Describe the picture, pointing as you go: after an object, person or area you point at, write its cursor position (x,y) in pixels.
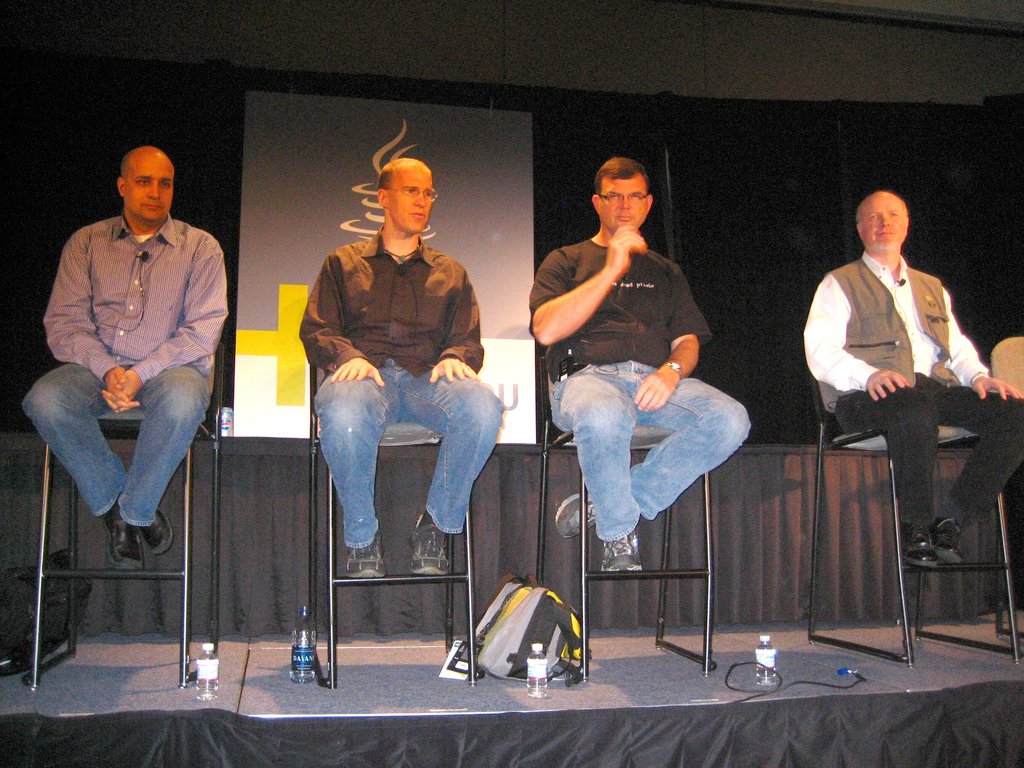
In this picture we can see four people (65,451) sitting on chairs (46,449) on the stage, here we can see bottles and bags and in the background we can see a board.
